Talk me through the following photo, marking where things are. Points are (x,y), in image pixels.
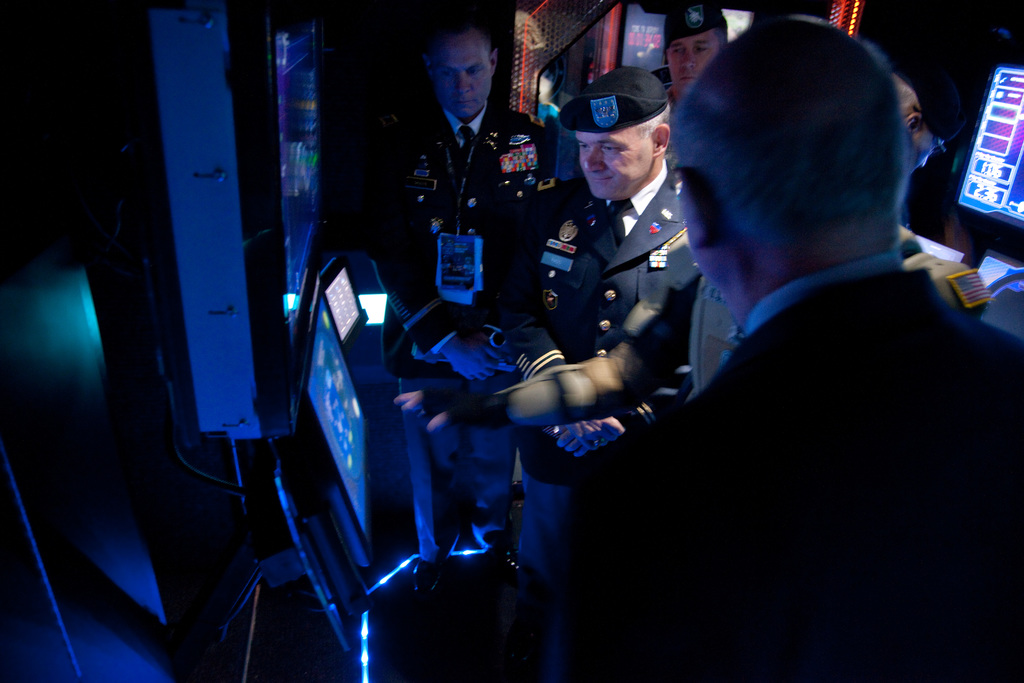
In this image we can see people (736,285) are standing on the floor (97,641). Here we can see screens (1020,207) and other objects (219,283). There is a dark background (125,241).
